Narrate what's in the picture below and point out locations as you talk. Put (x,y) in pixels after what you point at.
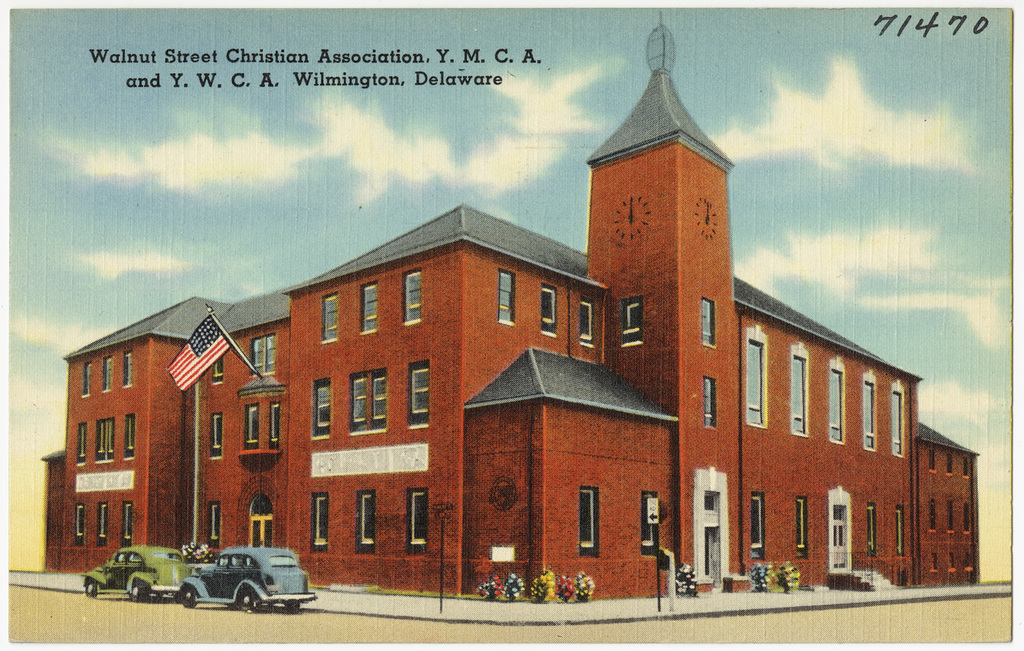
This looks like a poster. I can see a building (409,462) with windows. These are the plants (581,579) with colorful flowers (688,579). I can see two cars (217,579) on the road (231,621), which are in front of the building (246,384). This is the flag (204,348) hanging to the pole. I can see the letters (526,59) in the image. These are the clouds (390,152) in the sky (535,141).
